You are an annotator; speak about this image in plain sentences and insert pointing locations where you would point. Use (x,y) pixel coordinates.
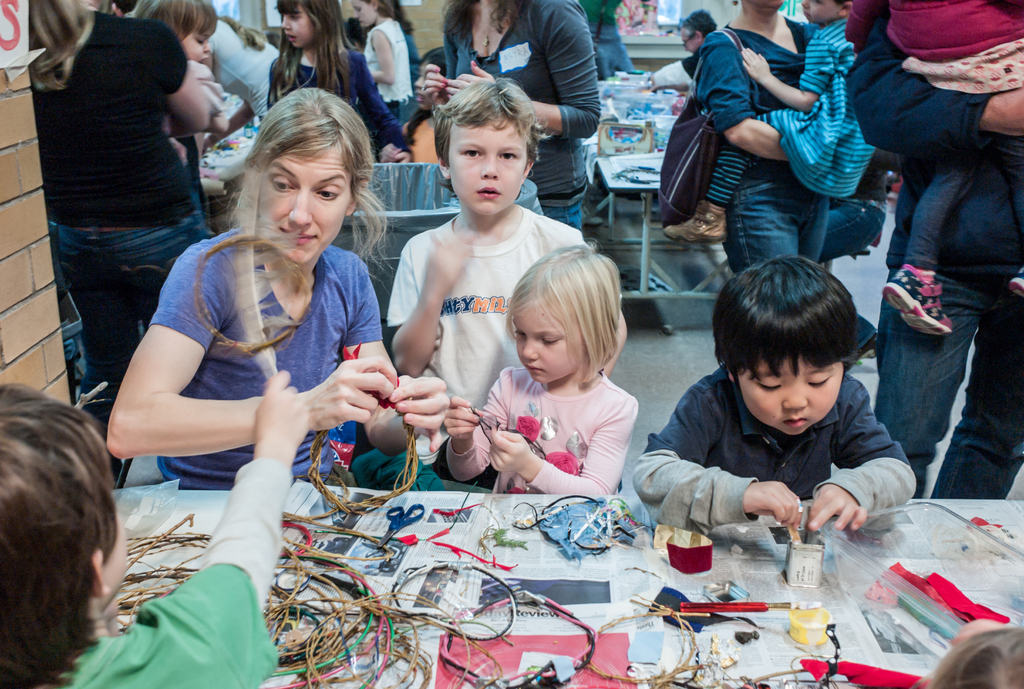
Bottom right side of the image (862,541) there is a table (405,526), On the table (484,515) there are some products (944,590). Top of the image (65,190) there are few people (563,54) are there. Top left side of the image (15,92) there is a wall (11,130).
